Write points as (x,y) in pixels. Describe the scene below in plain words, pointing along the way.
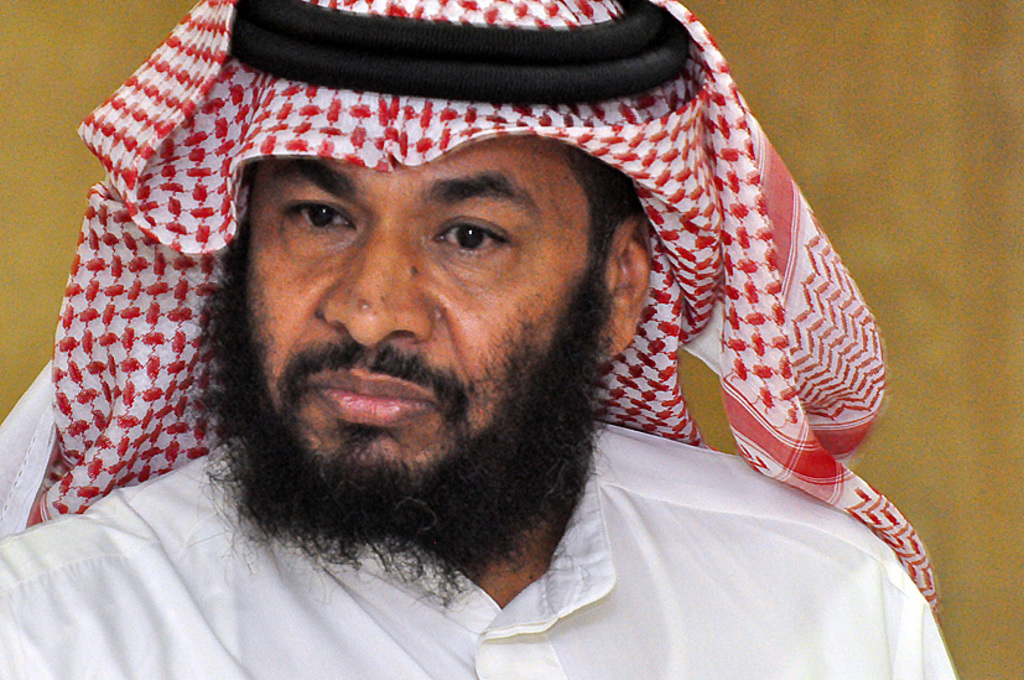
In this image there is one person (368,367) wearing white color dress (593,646) and wearing a headscarf (264,138) and there is a wall (904,196) in the background (902,244).
